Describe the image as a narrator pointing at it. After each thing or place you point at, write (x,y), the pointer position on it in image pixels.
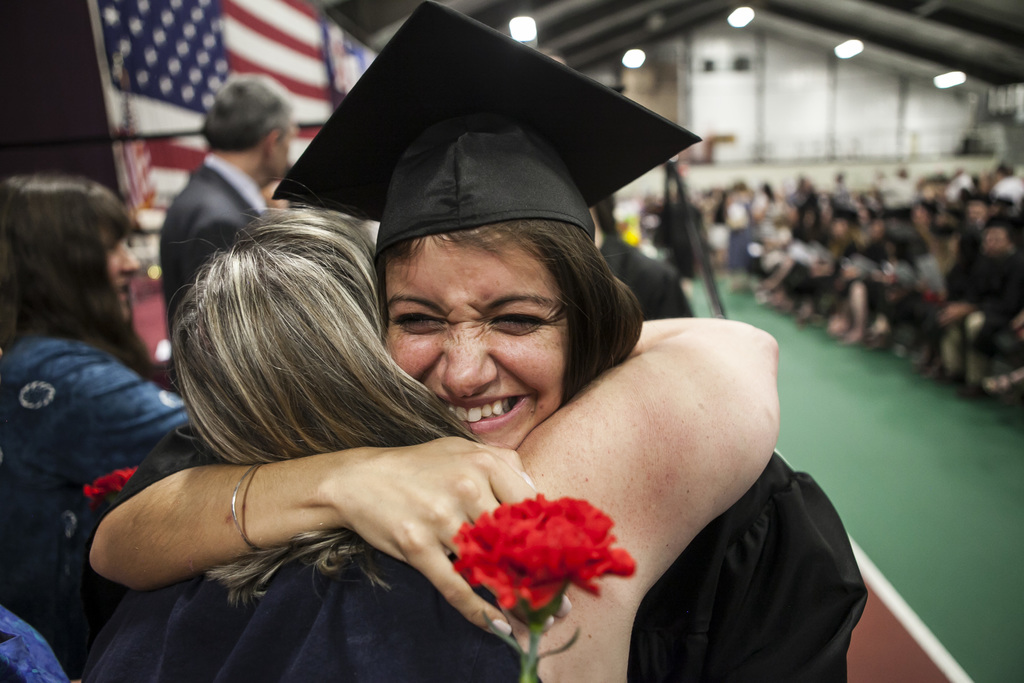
In this image we can see two women (488,369) hugging each other. We can also see a red flower (466,526), a man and a woman (108,401) standing on the left side (110,382) and a flag (138,97). On the right side (1005,379) we can see a group of people (863,309) sitting on the chairs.
